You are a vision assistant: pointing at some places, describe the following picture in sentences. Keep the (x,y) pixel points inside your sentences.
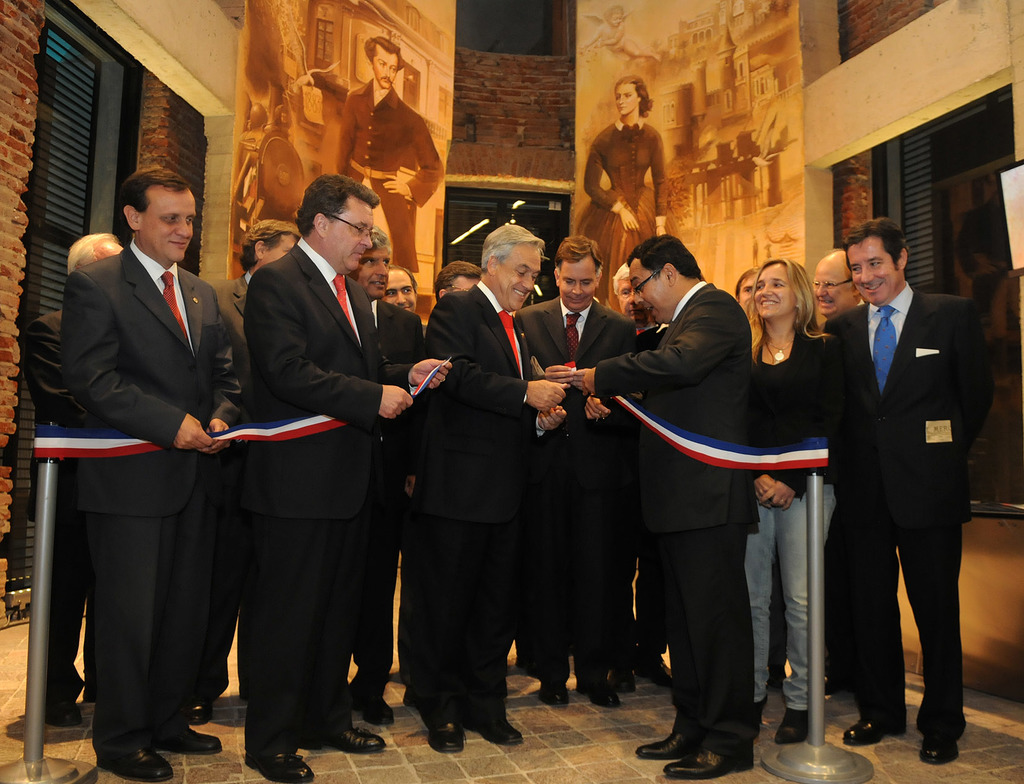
In this image, I can see a group of people (462,294) standing on the floor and smiling. Among them few people (154,456) are holding stanchion barrier (795,458). In the background (322,157), there are posters (353,85) on the walls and I can see the glass windows (489,221).
